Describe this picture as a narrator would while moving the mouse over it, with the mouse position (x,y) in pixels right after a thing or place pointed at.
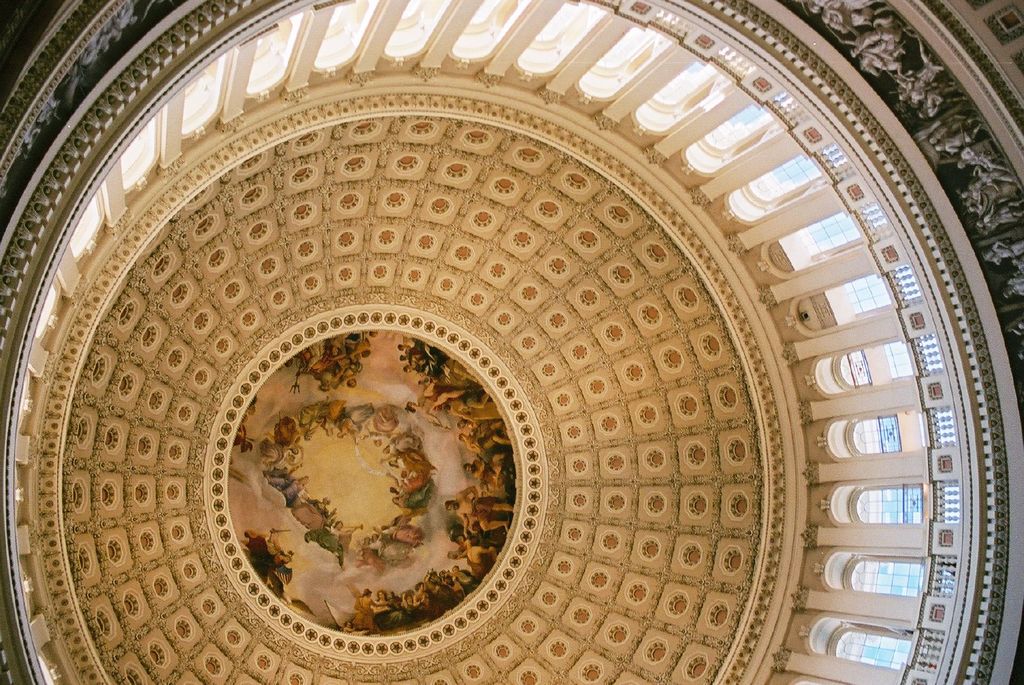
This image consist of a dome (257,315).
